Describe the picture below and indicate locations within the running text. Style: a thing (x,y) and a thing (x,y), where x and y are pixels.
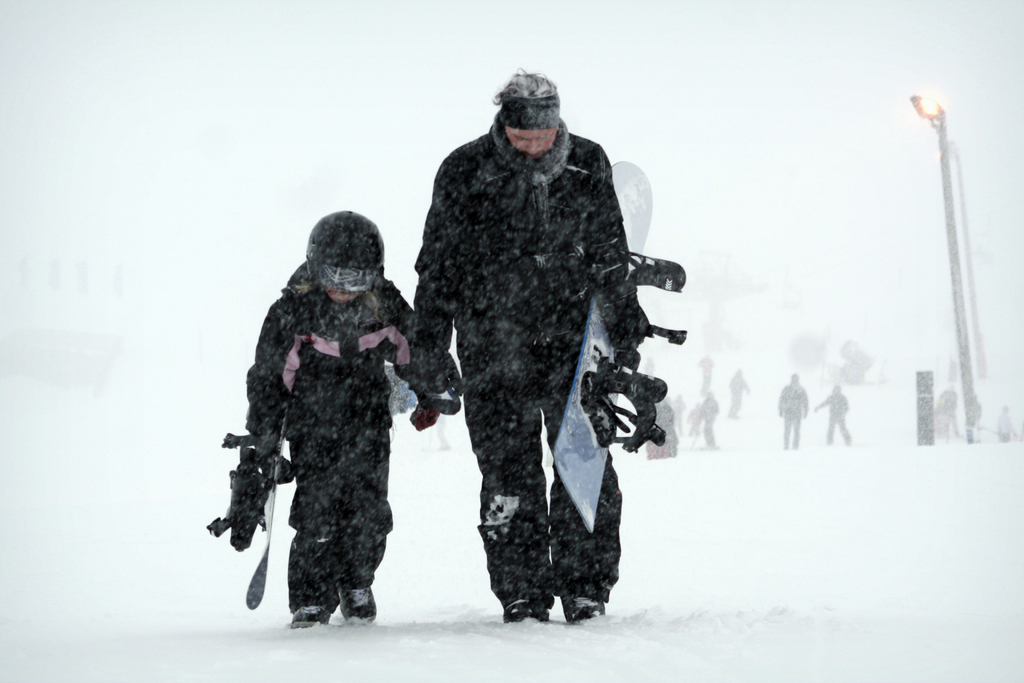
In this image I can see ground (817,507) full of snow (847,471) and on it I can see number of people (489,532) are standing. In the front (567,307) I can see two of them are wearing jackets (383,309), pants (487,480), shoes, gloves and I can see both of them are holding snow surfing boards (591,348). On the right side of this image (945,185) I can see a pole (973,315) and a light (941,110) on it.
